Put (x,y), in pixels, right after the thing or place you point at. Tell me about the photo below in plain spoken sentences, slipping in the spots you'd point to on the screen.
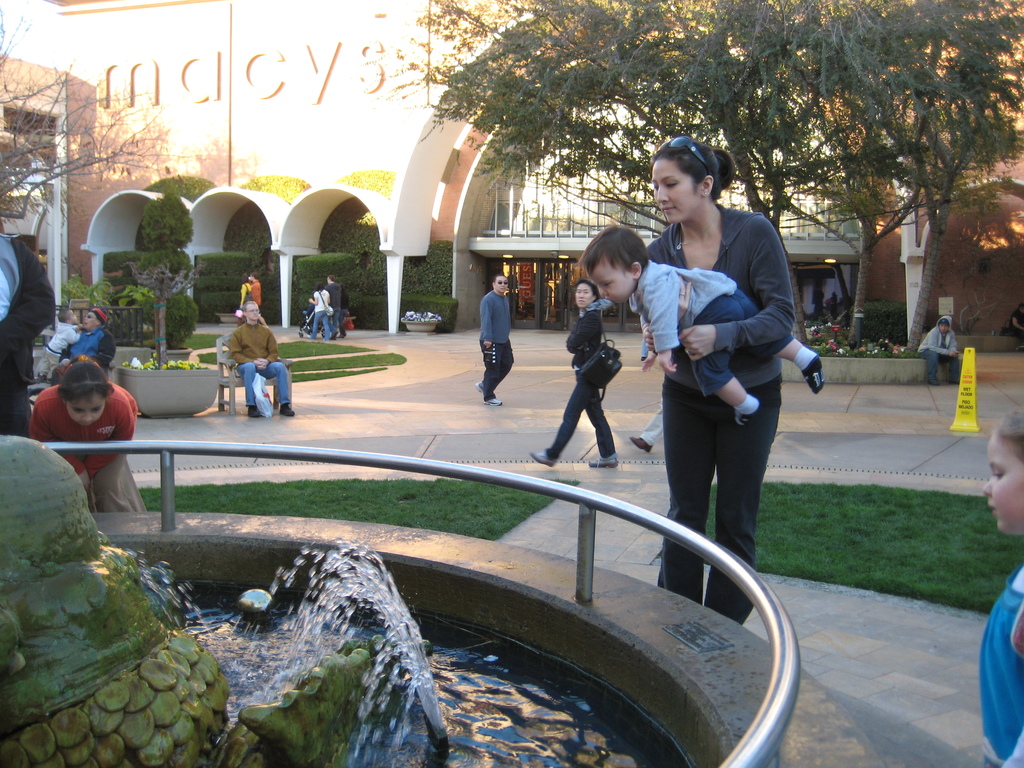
In the bottom left corner of the image (17,646) there is a fountain (50,746). Behind the fountain (44,735) few people (23,335) are walking and sitting and there is grass (1019,543). At the top of the image (980,131) there are some trees (647,27) and plants (449,295). Behind the trees (530,45) there is a building (245,41).
